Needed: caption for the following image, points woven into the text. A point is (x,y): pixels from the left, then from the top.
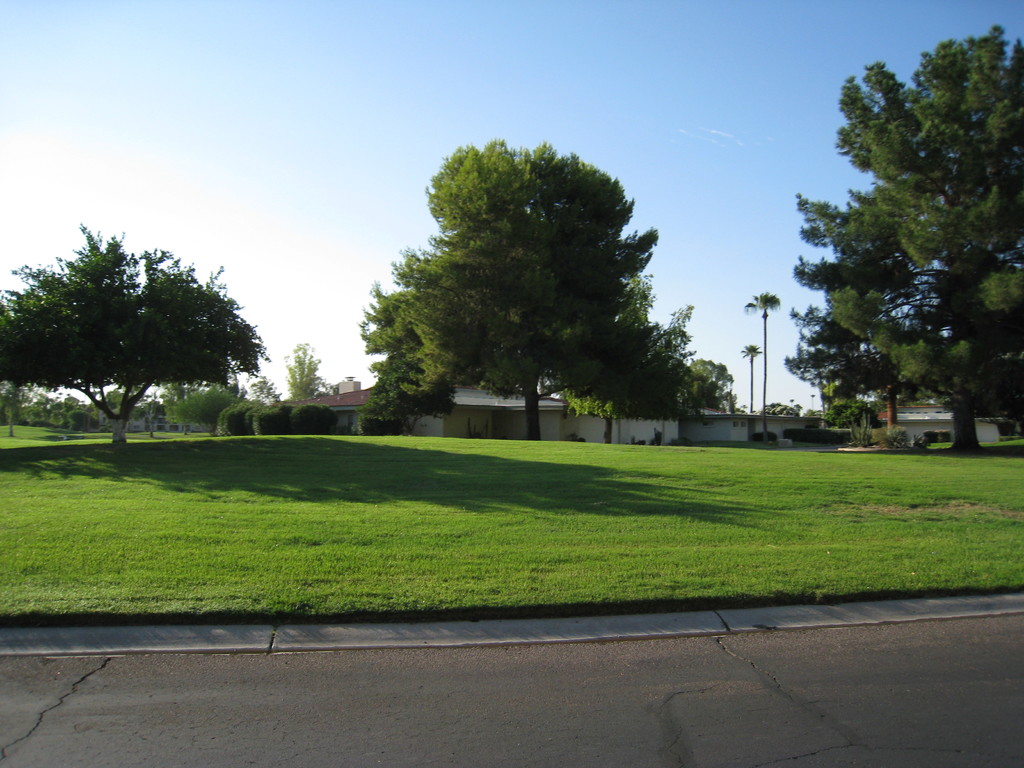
In this picture we can see the road (411,694) at the bottom of the picture (291,738). We can see some grass (309,504) on the ground (234,437). There are a few bushes (247,424), trees (569,333) and houses (580,426) are visible in the background (912,430). We can see the sky (631,57) on top (335,79).
